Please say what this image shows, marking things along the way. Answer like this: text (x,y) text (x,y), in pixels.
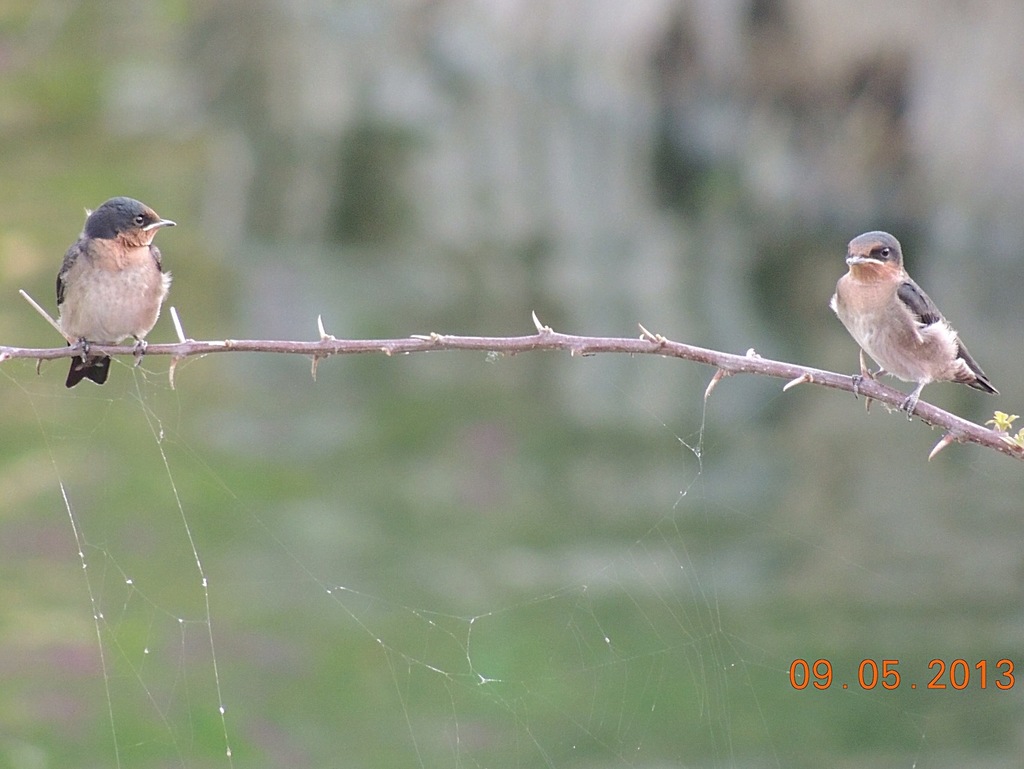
In this image we can see two birds (133,253) sitting on the stem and we can also see a date (938,677) at the bottom (949,683).
